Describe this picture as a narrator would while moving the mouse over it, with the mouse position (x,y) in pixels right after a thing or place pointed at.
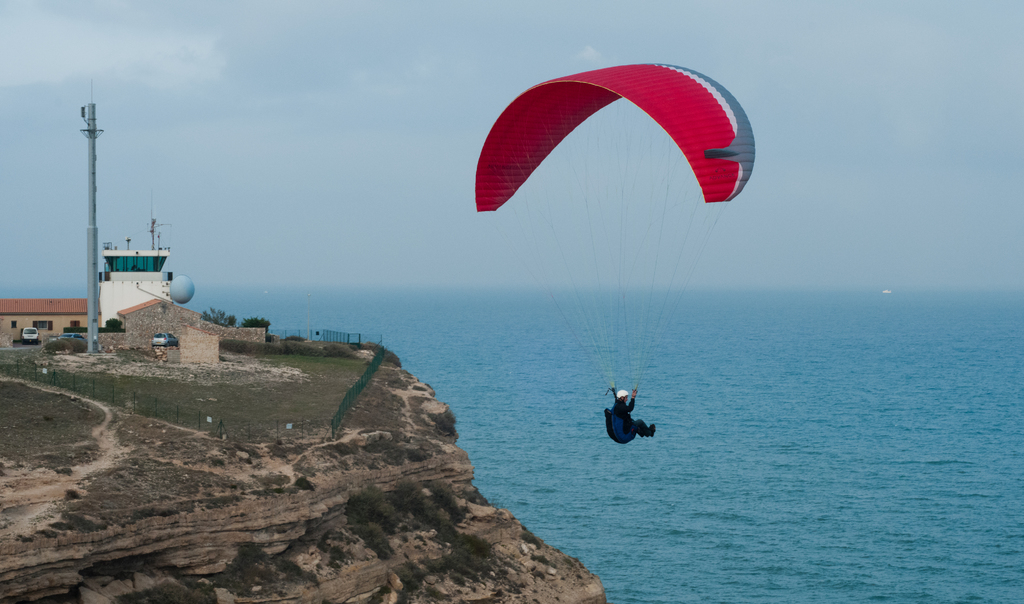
A person (626,407) is paragliding. There is water (758,397) at the right (737,402) and at the left (33,322) there is fencing (115,397), trees (53,347), vehicles (67,336) and buildings (38,321).
